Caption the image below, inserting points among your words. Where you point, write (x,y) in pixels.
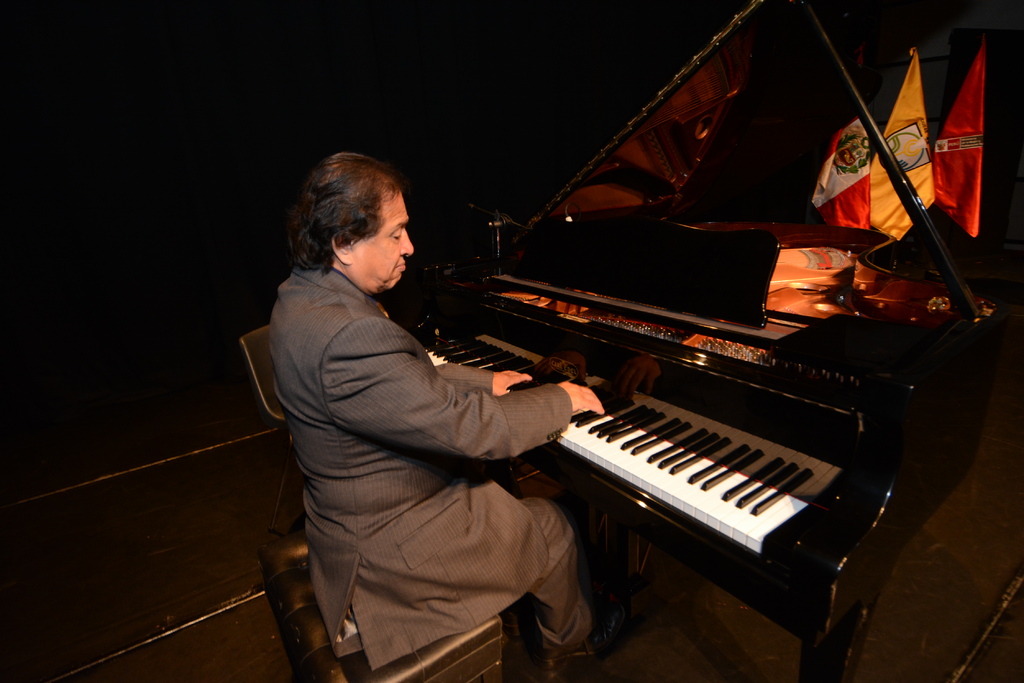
Here we can see a man (292,331) sitting on a chair (298,544) and playing piano (569,349) present in front of him and there are various flags (842,132) present in front of him.
